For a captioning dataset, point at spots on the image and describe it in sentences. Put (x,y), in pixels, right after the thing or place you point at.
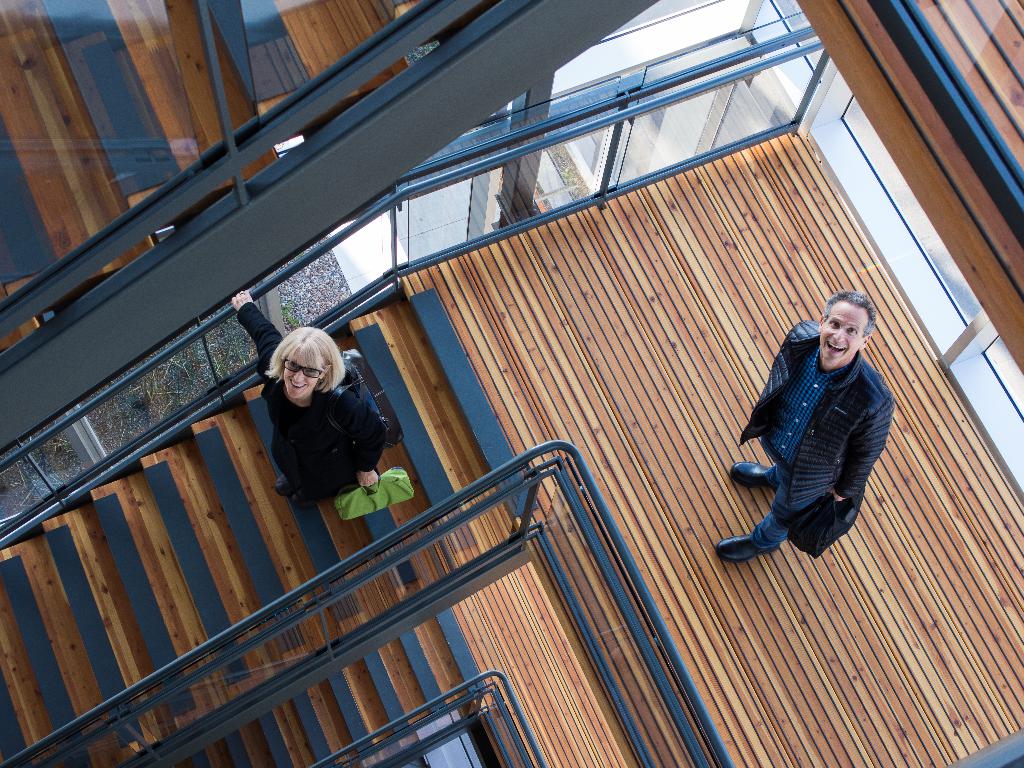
In this image we can see there are stairs (215,532) on every floor (888,525), in the one of the floor (895,544) there are two persons (848,440) standing and one is holding a bag (383,483) in her hand (369,483).
